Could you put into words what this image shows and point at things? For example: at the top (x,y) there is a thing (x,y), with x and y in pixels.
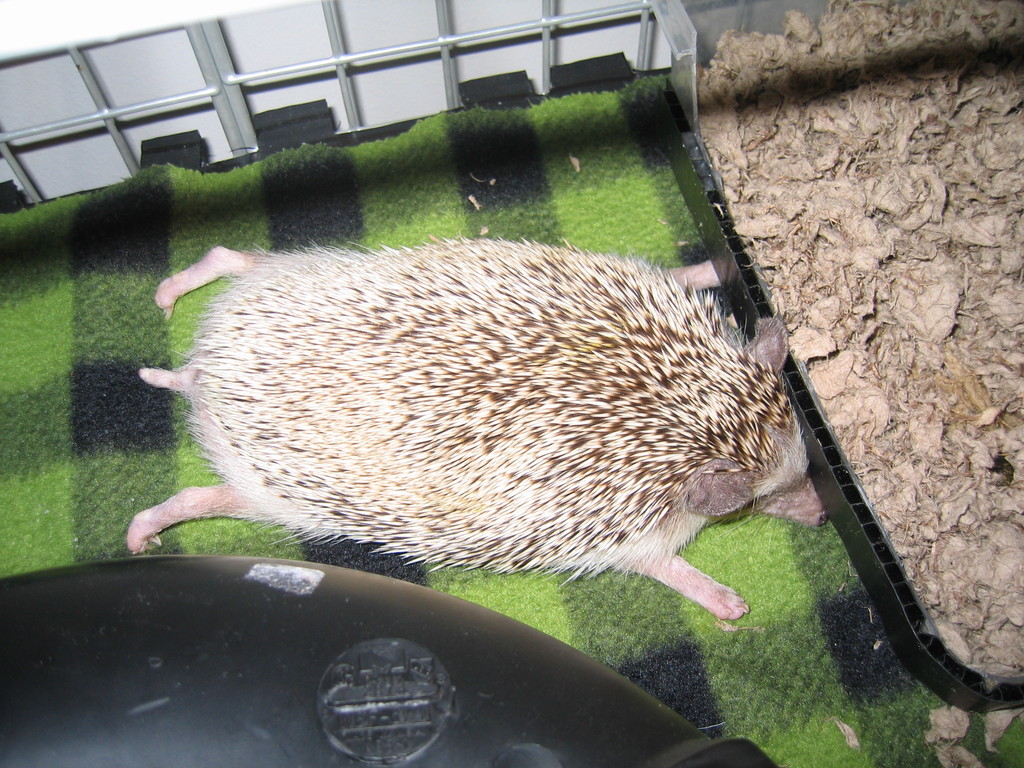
In this image we can see an animal (509,476) on a surface (727,568). On the right side (887,489), we can see dried leaves (959,545). At the top (496,64) we can see a wall (230,16) and metal cage (236,89). At the bottom (102,744) we can see a black object (429,690).
